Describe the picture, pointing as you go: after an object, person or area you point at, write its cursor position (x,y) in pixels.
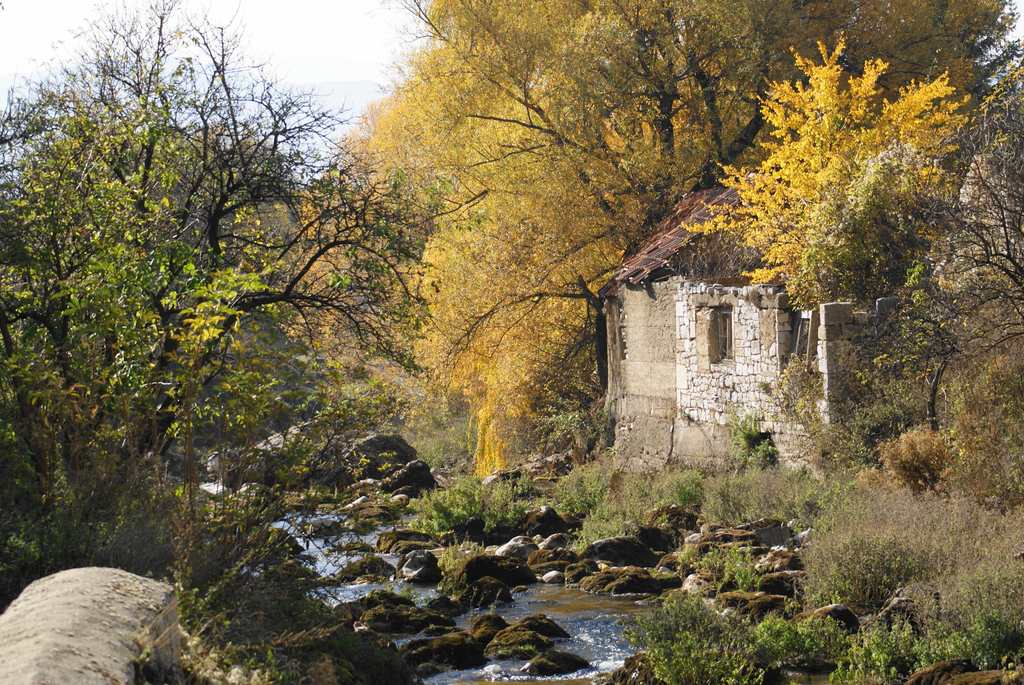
In this picture we can observe a small stream (353,541) and stones (407,573). There are some plants (680,642) and trees (278,238) in this picture. We can observe yellow and green color trees (544,142). There is a house (716,363). In the background (335,54) there is a sky (328,52).
